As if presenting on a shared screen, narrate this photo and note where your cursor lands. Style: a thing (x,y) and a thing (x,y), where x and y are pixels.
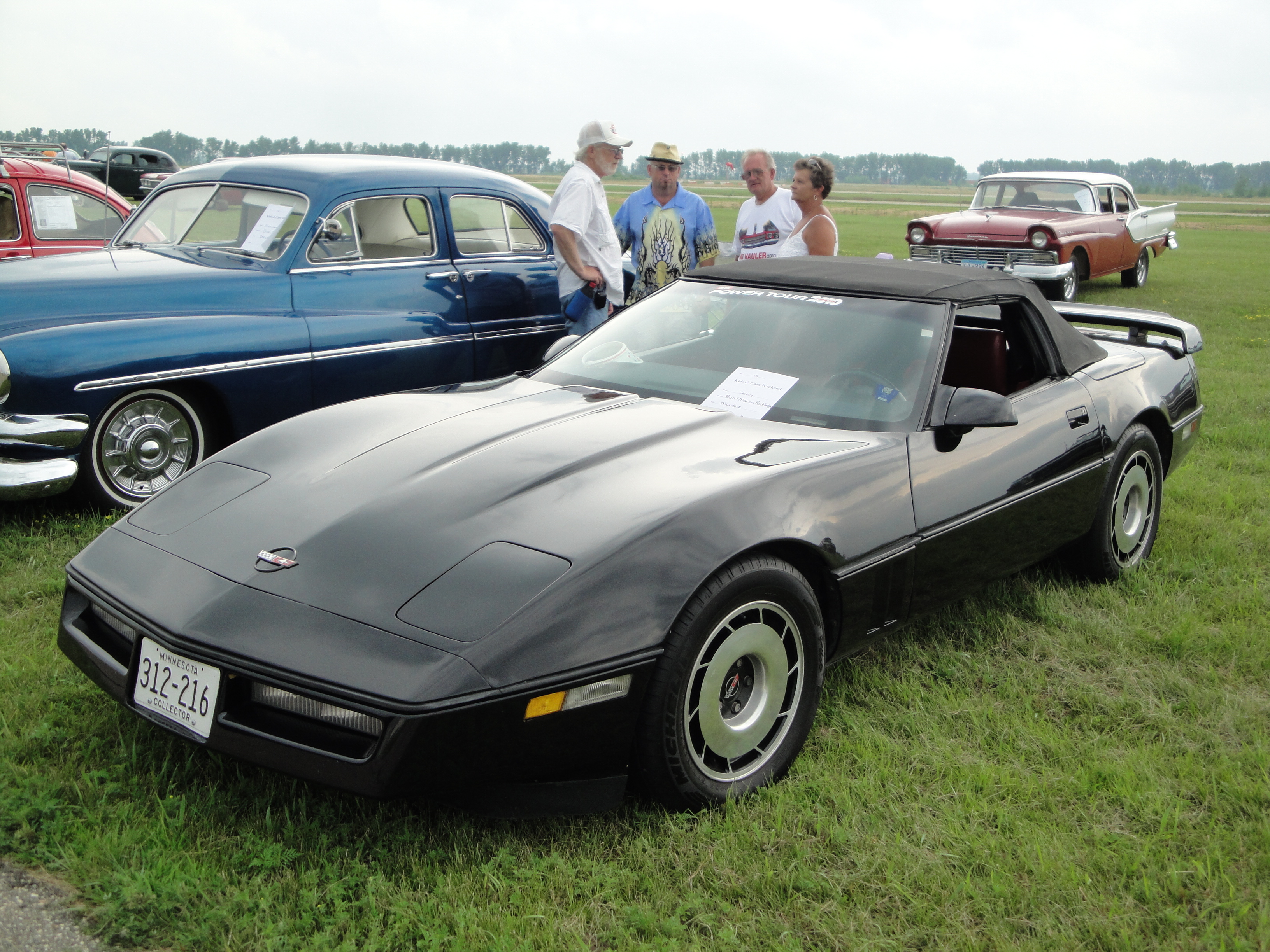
There are vehicles (946,250) in different colors and there are persons (757,239) on the ground (1186,274), on which there is grass (552,874). In the background (1157,171), there are trees (167,142) and there are clouds (217,77) in the sky (349,59).
